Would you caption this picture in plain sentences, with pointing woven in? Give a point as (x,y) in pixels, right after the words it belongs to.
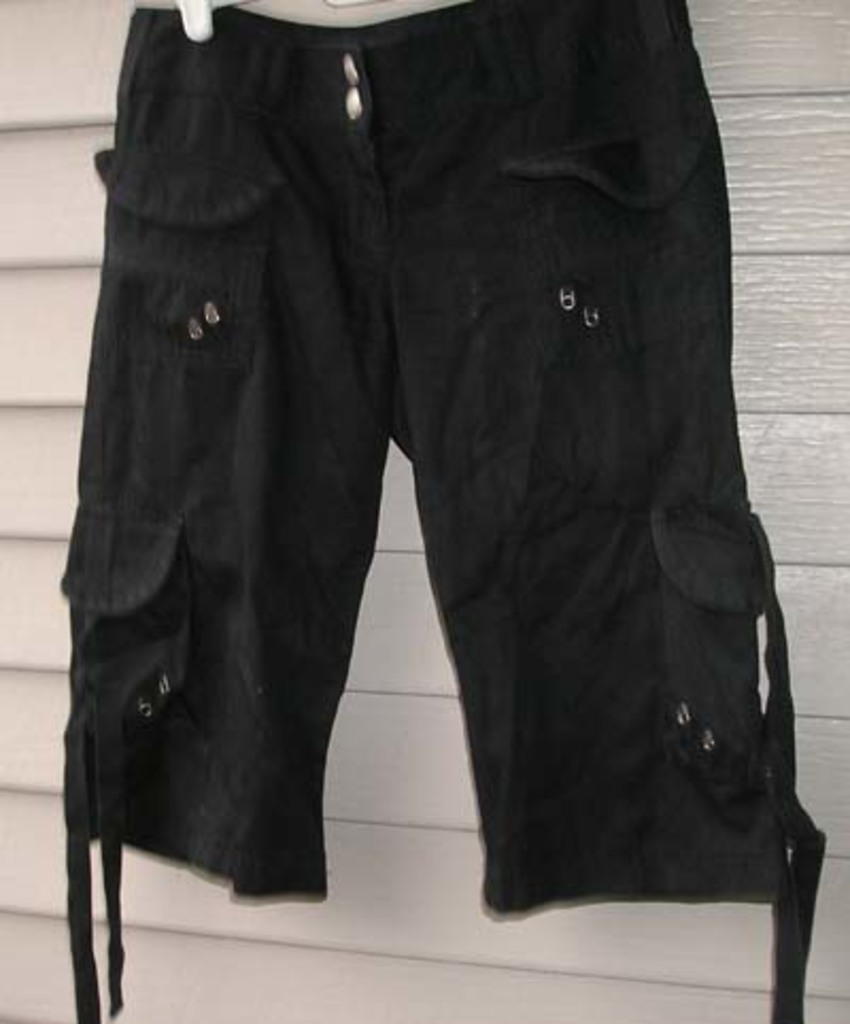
In this picture we can see shorts (366,516).
